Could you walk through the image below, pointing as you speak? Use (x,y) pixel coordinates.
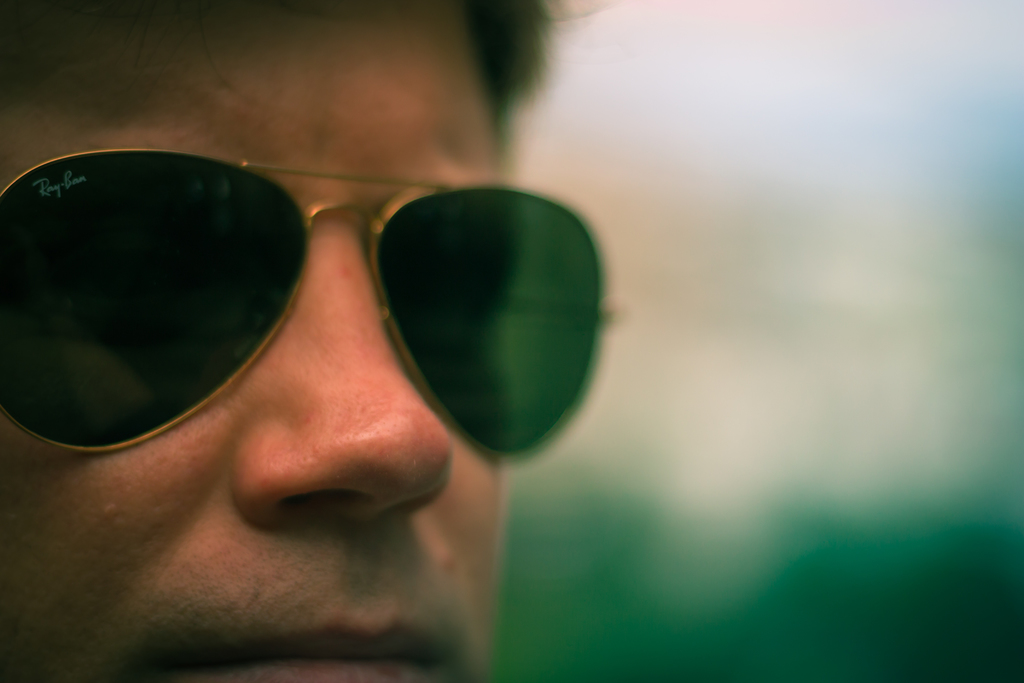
In the foreground of the image (69,55) there is a person (132,616) wearing sunglasses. The background of the image (808,14) is blurry.
